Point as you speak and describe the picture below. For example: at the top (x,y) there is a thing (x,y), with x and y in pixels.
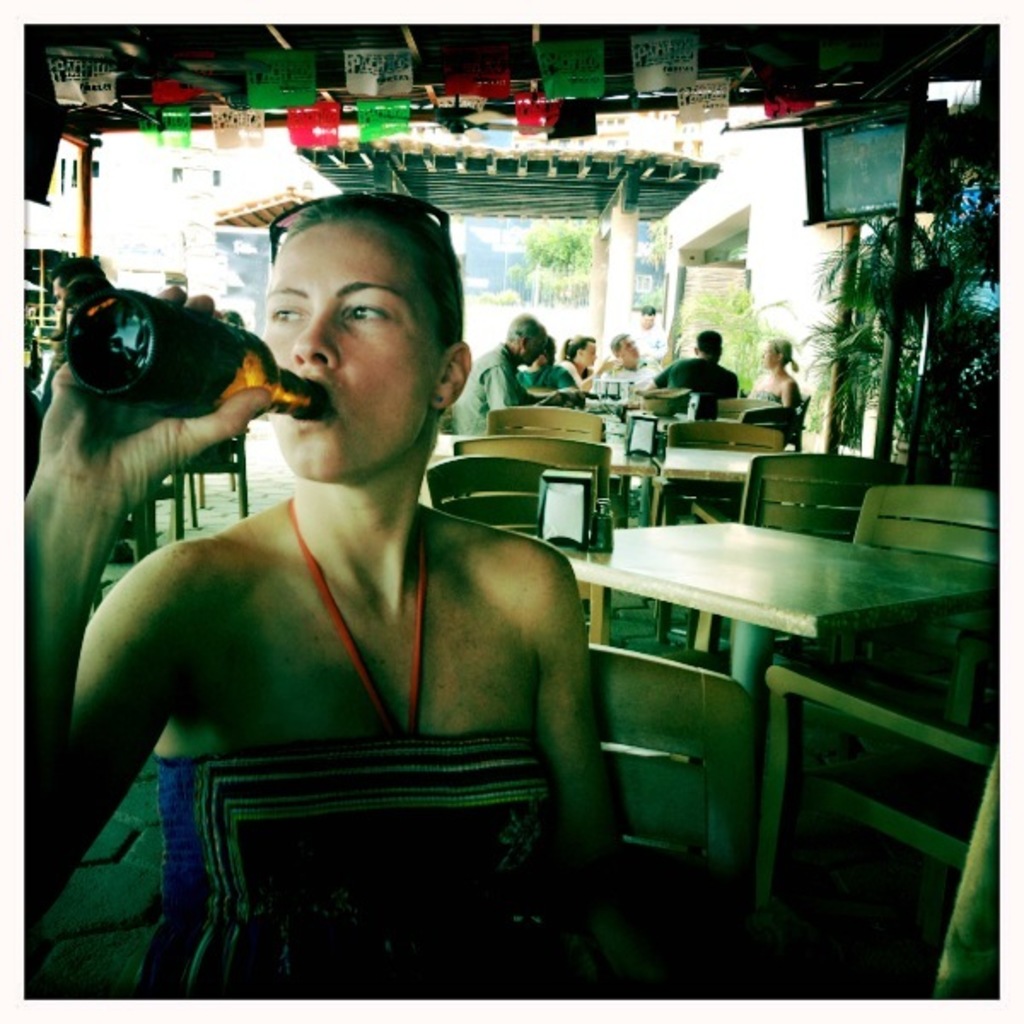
In this image there are a group of people (566,359) who are sitting on a chair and on the left side (292,511) there is a woman (311,475) who is sitting and she is holding a bottle (204,354) and drinking and on the top (242,54) there is a ceiling (785,62) and some papers (803,104) are there and on the background (568,216) there are trees (547,250) and pole (609,223) and buildings (186,191) are there and on the right side (759,573) there are some tables (721,598) and chairs (694,660).
